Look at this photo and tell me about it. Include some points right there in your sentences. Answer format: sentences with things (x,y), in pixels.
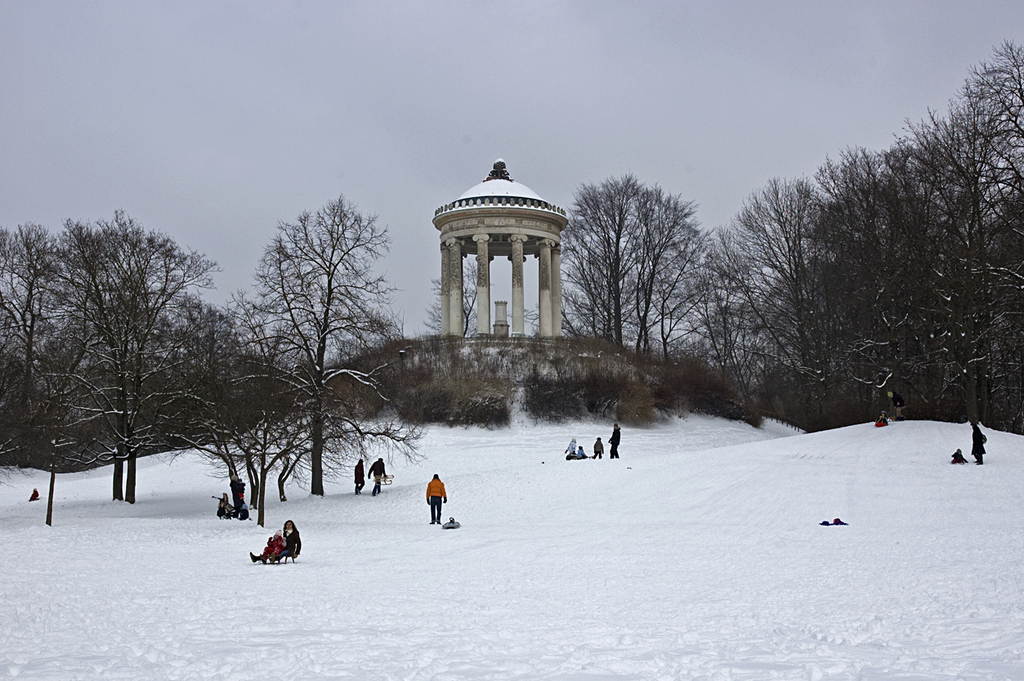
In this image in the center (601,453) there are a group of people (240,506), at the bottom (218,537) there is snow (914,544) and in the background (570,281) there is a building (497,242) and trees (918,239). At the top (501,125) there is sky (390,111).
